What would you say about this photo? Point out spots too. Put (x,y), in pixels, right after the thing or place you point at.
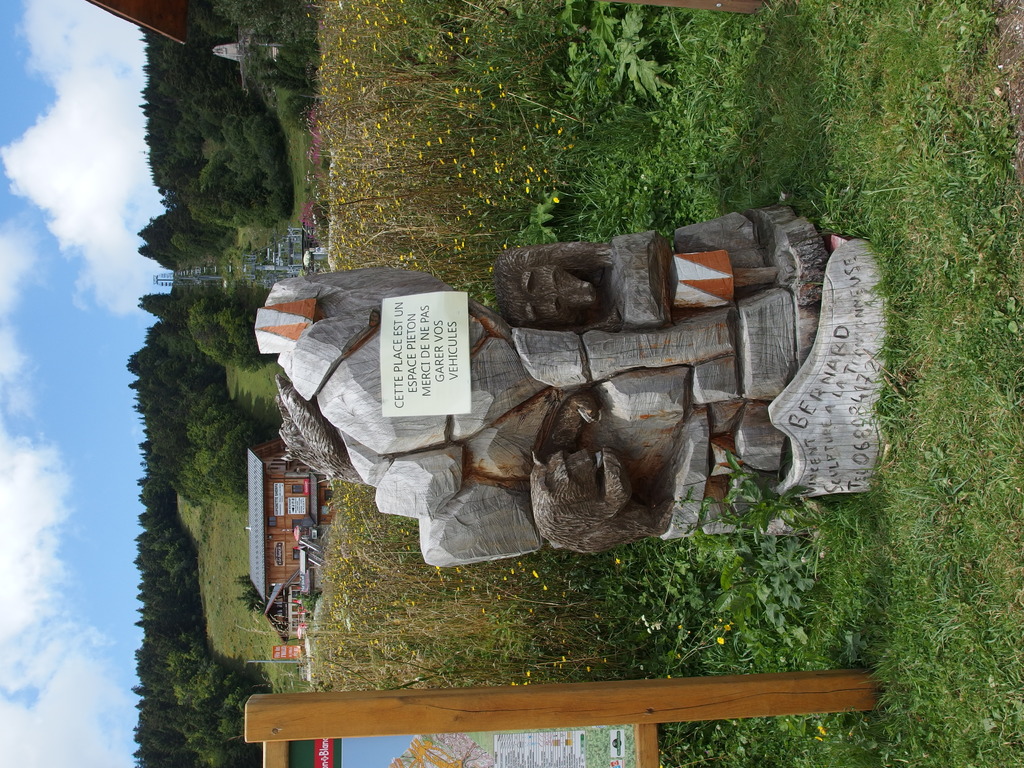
In this picture we can see grass (923,542) at the bottom (958,602), there is a building (293,528) here, in the background (231,130) there are some trees (279,158), we can see a board (451,741) here, there is a paper (416,355) here, we can see the sky (51,381) on the left side of the picture (74,367).
